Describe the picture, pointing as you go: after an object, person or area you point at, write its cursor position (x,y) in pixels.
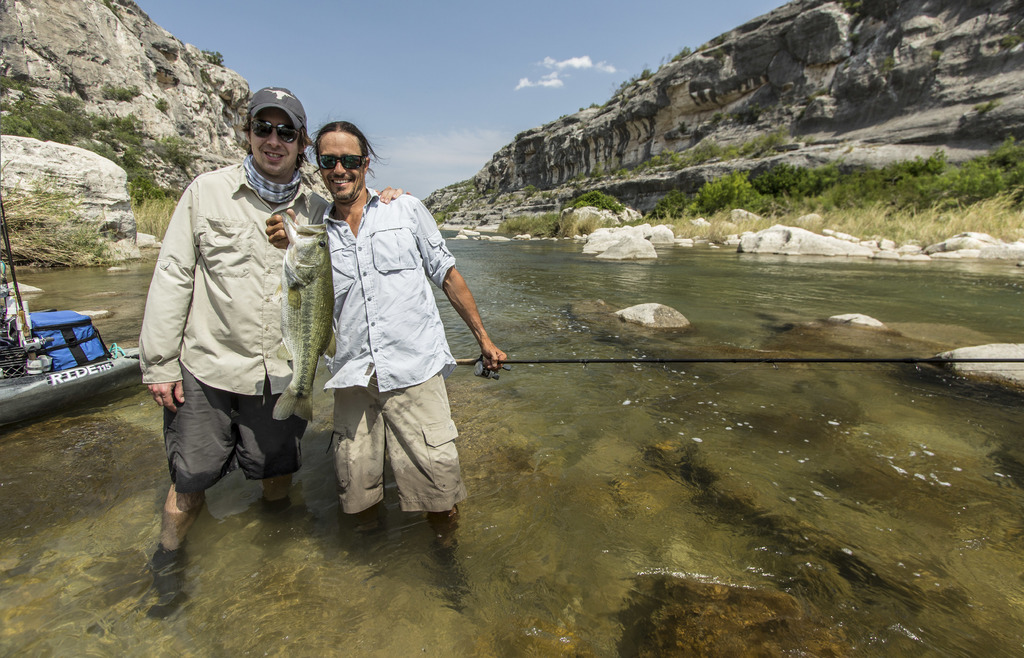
In this image on the foreground (296,260) two men (279,246) are standing. The man (417,222) in the right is holding a fish (304,285) in his right hand (277,230) and a fishing rod (455,360) in his left hand (488,360). They are standing on the water body (238,541). This is a boat (61,388) on it there are bags (56,343). In the background (723,135) there are hills (604,123), plants (76,124). The sky (340,61) is clear.
